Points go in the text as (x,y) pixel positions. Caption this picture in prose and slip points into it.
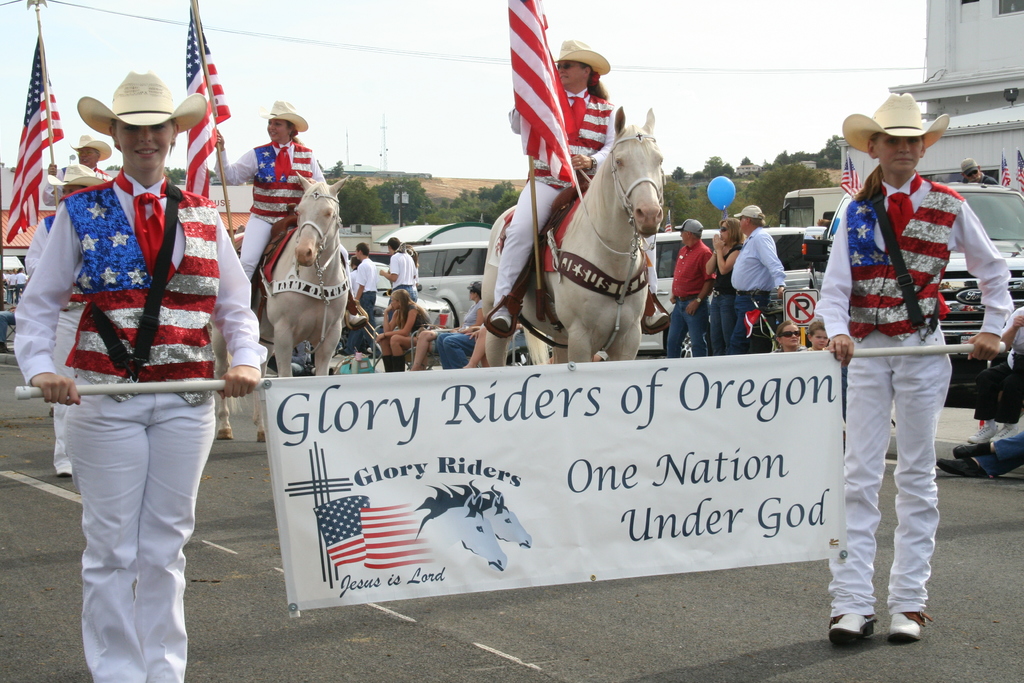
In this picture there are two people (887,415) standing and holding the banner (511,415) and there is text (771,525) and there are pictures (297,485) of horses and flags (338,528) on the banner (542,478). At the back (510,258) there are three people (590,122) sitting on the horse (570,290) and holding the flags (556,125). At the back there are group of people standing and there are group of people (309,366) sitting and there are buildings (995,74) and trees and there are vehicles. At the top (800,139) there is sky (265,12). At the bottom (477,630) there is a road (543,636).
